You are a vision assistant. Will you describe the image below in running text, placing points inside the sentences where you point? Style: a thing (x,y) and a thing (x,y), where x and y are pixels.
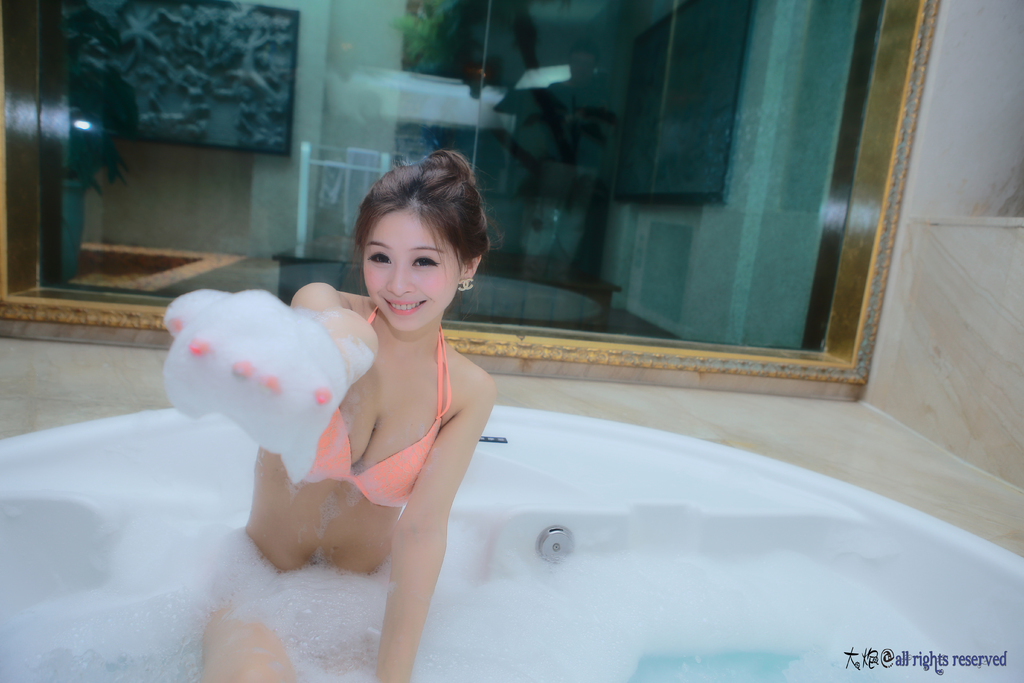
In this image there is one woman (354,401) who is in bathtub (893,607), and it seems that she is bathing. And in the background (408,102) there is a glass window (603,48) through the window (351,51) we could see a reflection (314,97) of photo frame (207,94), wall (201,203) and objects (604,243) and there is a wall (991,203).
